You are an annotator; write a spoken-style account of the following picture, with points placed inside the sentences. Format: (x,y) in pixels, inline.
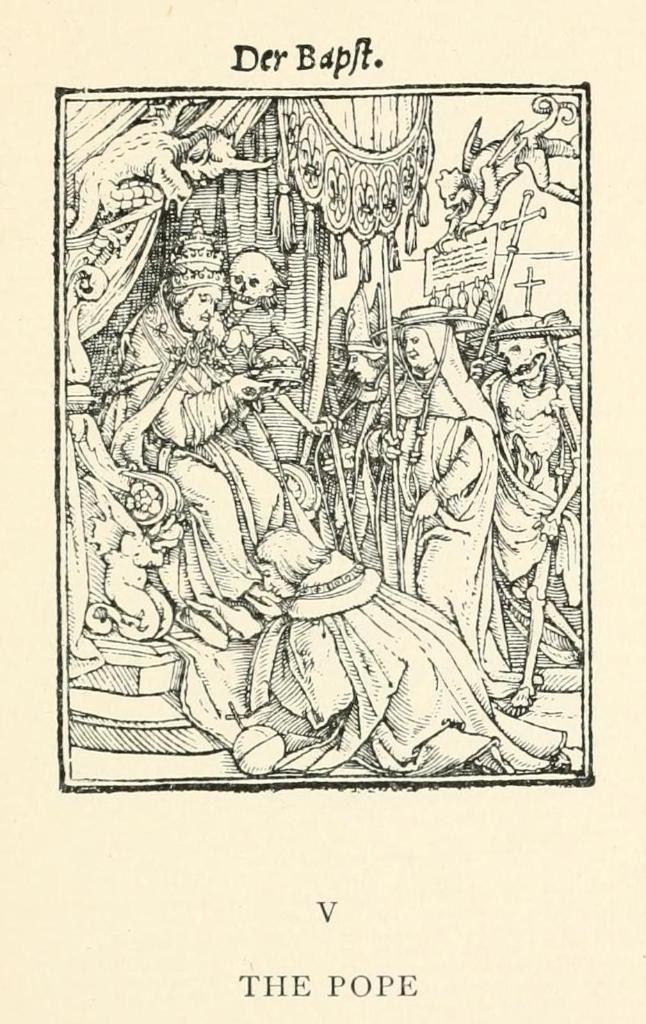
In this image, we can see depiction of persons (394,521) and some text (285,64).
